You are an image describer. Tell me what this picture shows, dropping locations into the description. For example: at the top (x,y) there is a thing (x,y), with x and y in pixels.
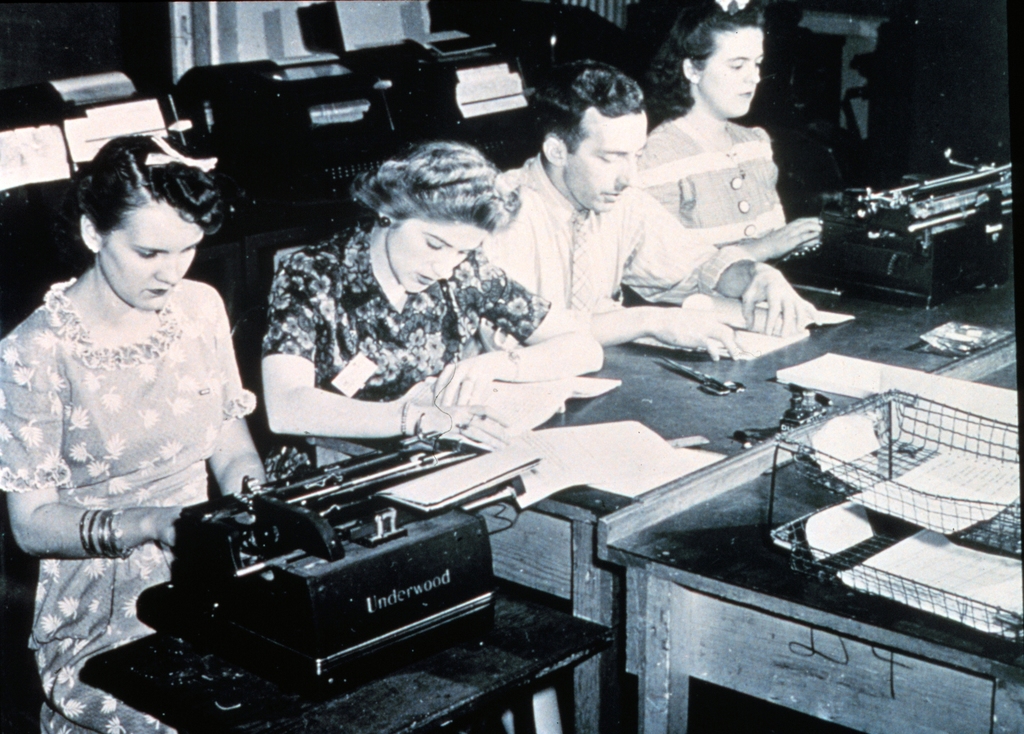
In the image we can see there are people (372,353) sitting on the chair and there is typewriter (367,595) kept on the table (228,668). There are papers (541,407) kept on the table (713,664) and behind there are typewriter machines (412,78) kept on the table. The image is in black and white colour.
